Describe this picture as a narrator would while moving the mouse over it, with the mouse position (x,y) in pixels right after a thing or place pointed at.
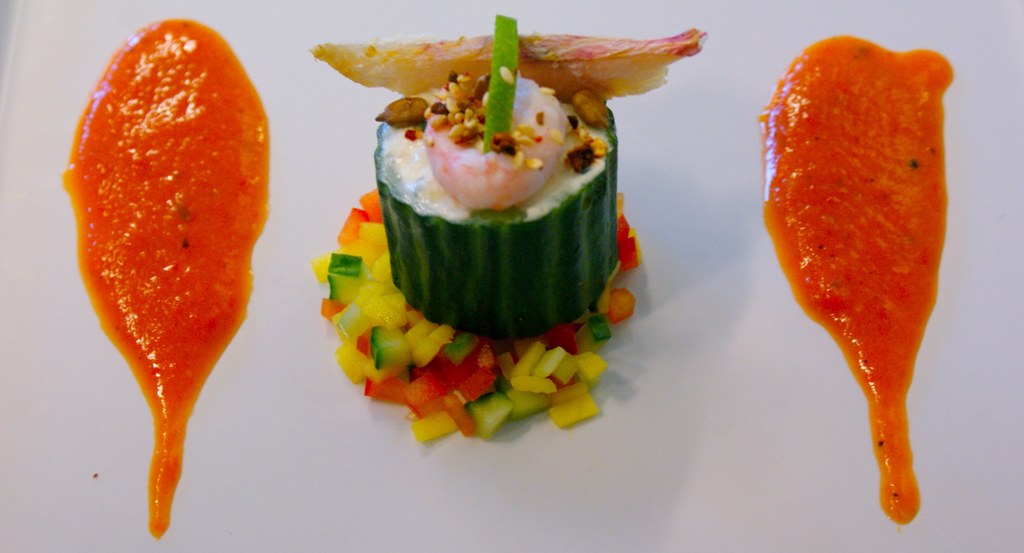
In this picture we can see food (454,286) and sauce (174,241).
